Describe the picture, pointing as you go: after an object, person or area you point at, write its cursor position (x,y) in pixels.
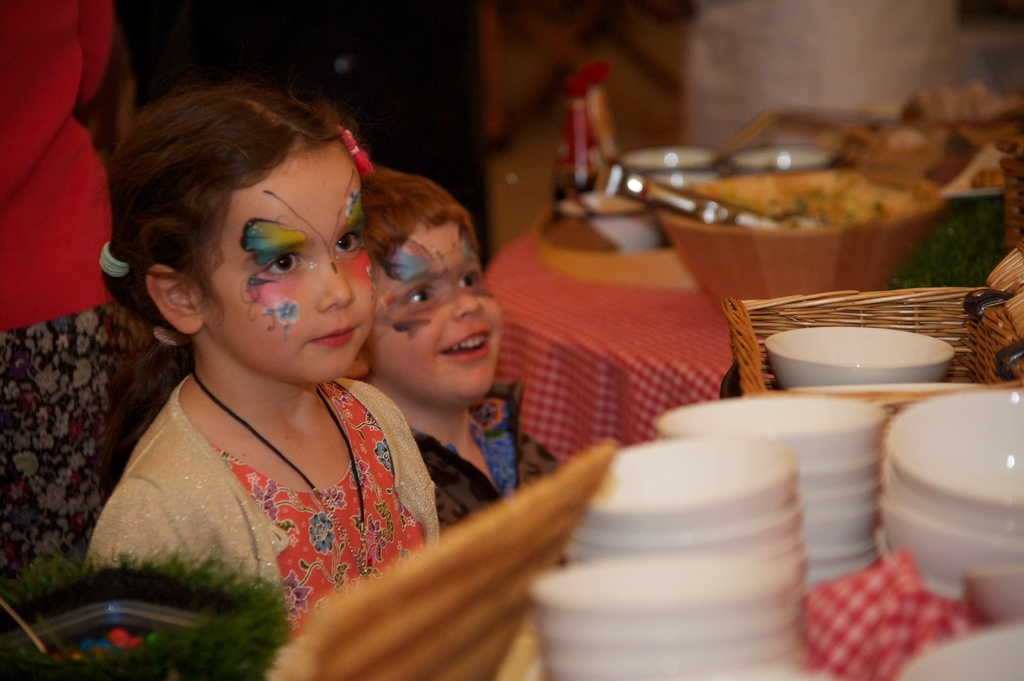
In this image I can see there are persons (294,262) sitting and there is a paint (364,276) on their face (344,261). And in front there is a table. On the table (876,624) there are bowls (853,569), bottles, basket (954,321), cloth (620,335) and some objects (900,196). And at the back (503,92) it looks like a blur.
